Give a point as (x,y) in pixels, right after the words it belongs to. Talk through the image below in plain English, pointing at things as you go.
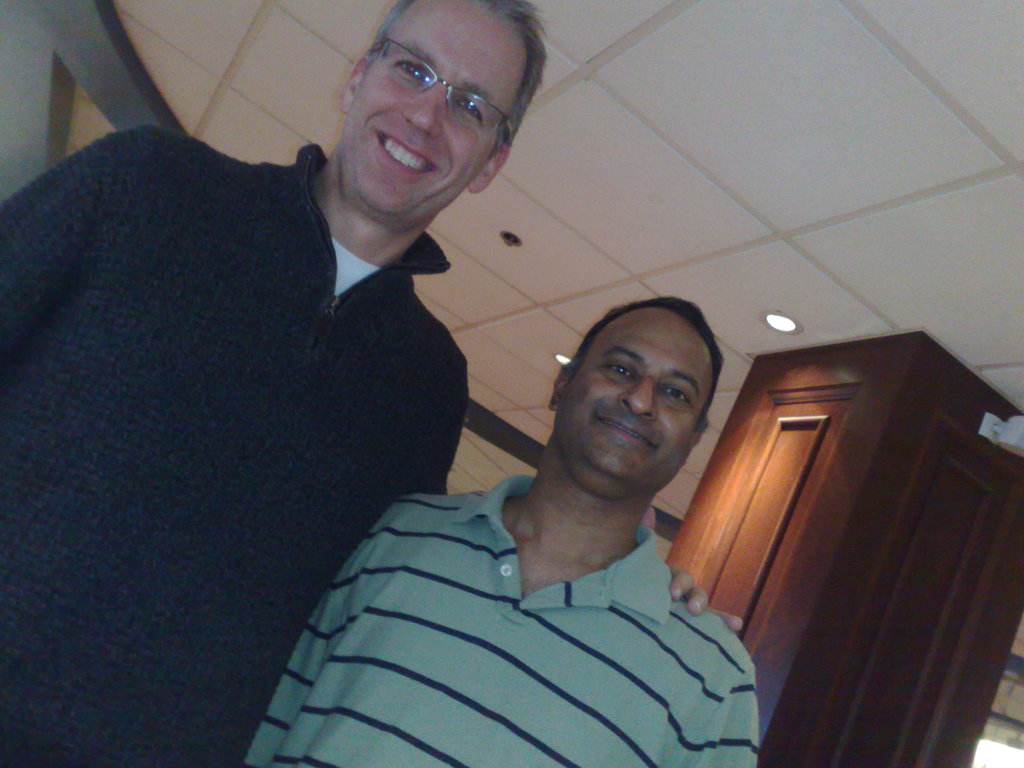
In this picture there are men (308,397) in the center of the image (608,498) and there is a wooden pillar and lamps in the background area of the image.
